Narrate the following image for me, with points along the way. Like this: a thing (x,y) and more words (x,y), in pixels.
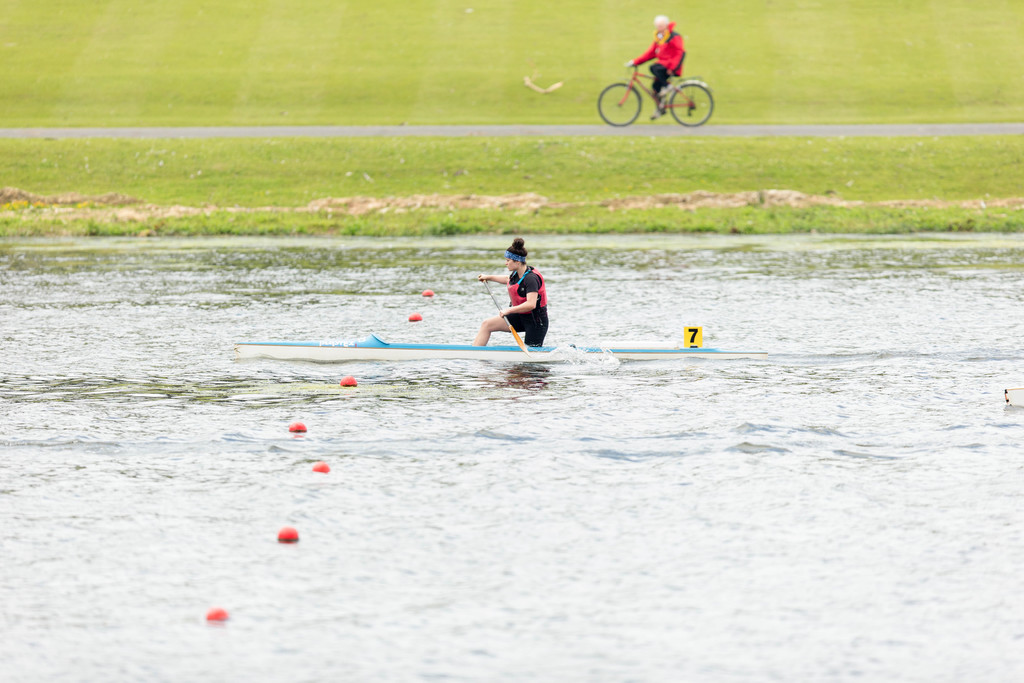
In this picture there is a woman (533,300) riding a small boat (275,348) in the river water (430,467). Behind there is a grass farm (564,176) and an old person (668,57) wearing red jacket (680,47) and riding a bicycle (628,91).
